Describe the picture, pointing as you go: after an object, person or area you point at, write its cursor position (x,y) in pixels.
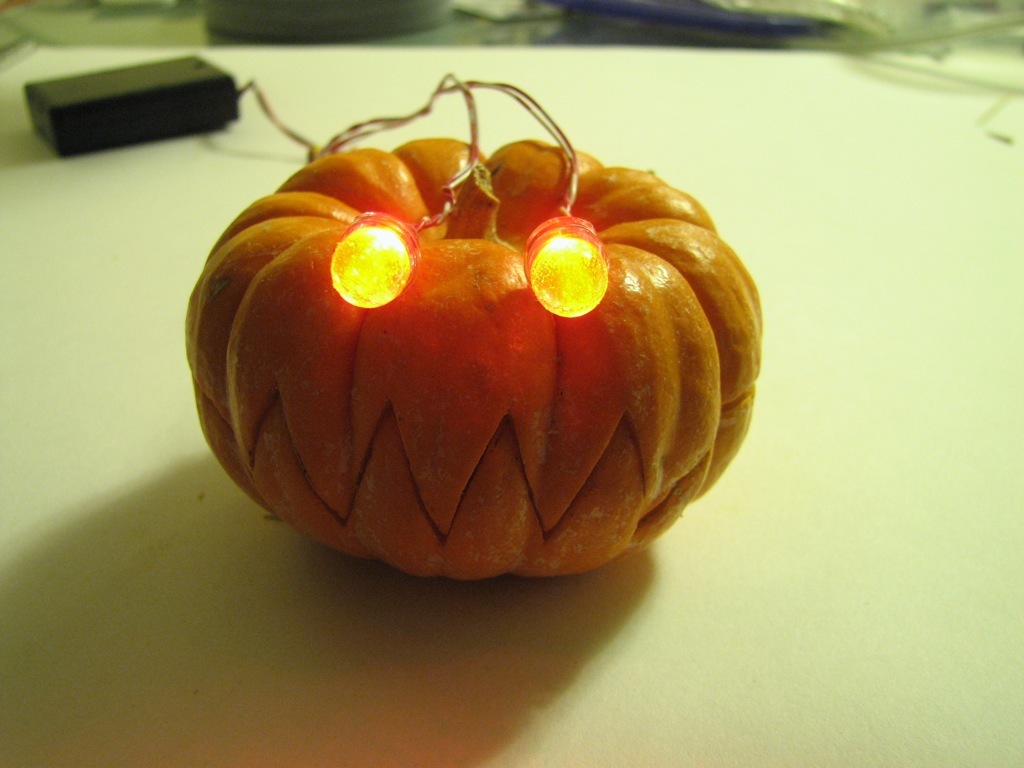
In this image I can see an orange colour pumpkin (469,272), few lights (395,267), wires (565,135) and in the background (178,122) a black colour thing (155,102). I can also see this image is little bit blurry from background (160,76).
